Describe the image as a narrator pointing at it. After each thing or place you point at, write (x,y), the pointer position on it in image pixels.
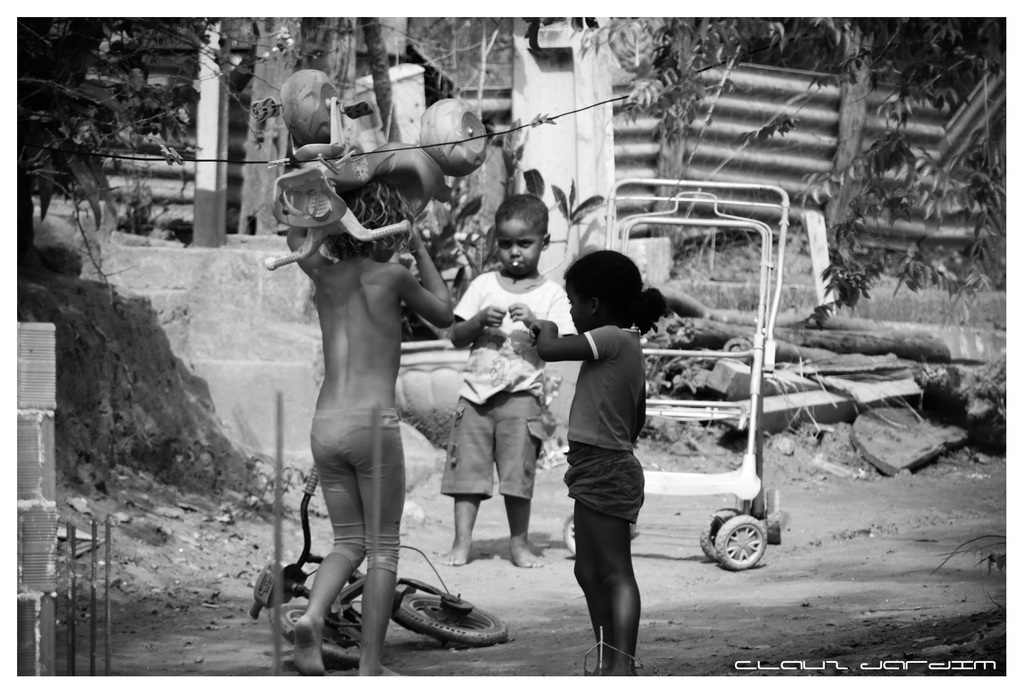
In this picture we can see children (602,619), bicycle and a trolley (773,515) on the ground (587,627) and in the background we can see trees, roof sheet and some objects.
